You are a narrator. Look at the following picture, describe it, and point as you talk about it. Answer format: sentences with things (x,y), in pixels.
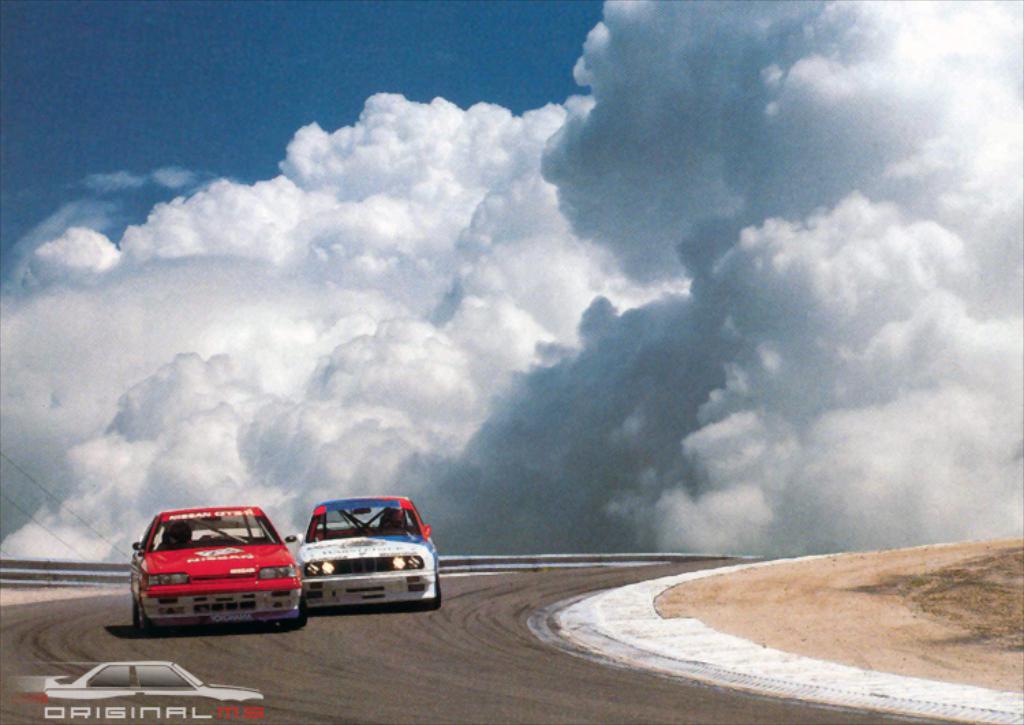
In this image we can see cars (229,568) on the road (550,647) and the sky (518,430) with clouds (588,192) in the background (606,369).
